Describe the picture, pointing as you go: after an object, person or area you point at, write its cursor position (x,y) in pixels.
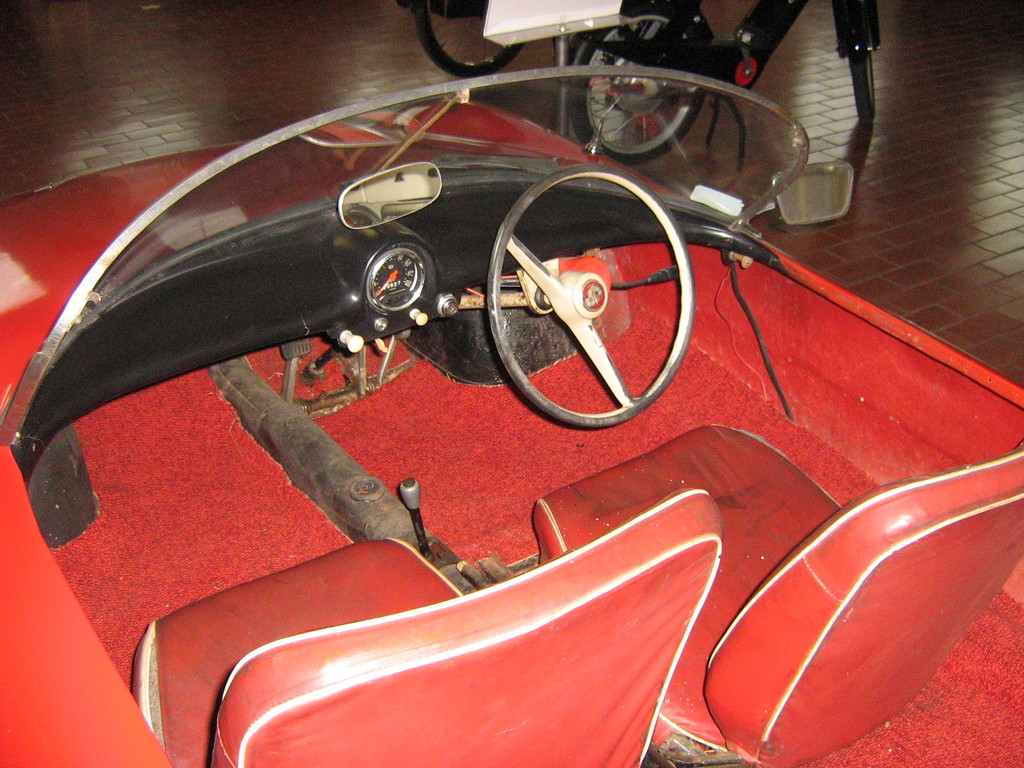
In this image I can see a red colour vehicle (321,382) and I can also see few red colour seats (502,612), mirrors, steering (524,197), speedometer (413,271) and in background (716,62) I can see few other vehicles (735,49).
